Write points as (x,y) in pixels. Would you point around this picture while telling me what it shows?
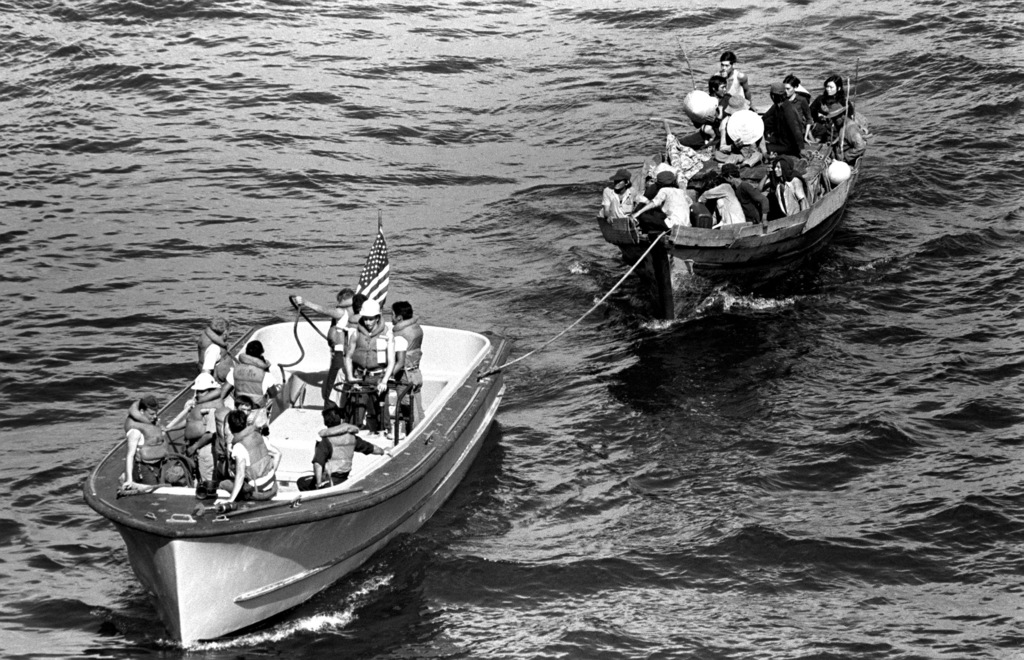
It is a black and white image. In this image, we can see people (206,445) are sailing boats (401,511) on the water (641,450). Here we can see a flag (382,267).
